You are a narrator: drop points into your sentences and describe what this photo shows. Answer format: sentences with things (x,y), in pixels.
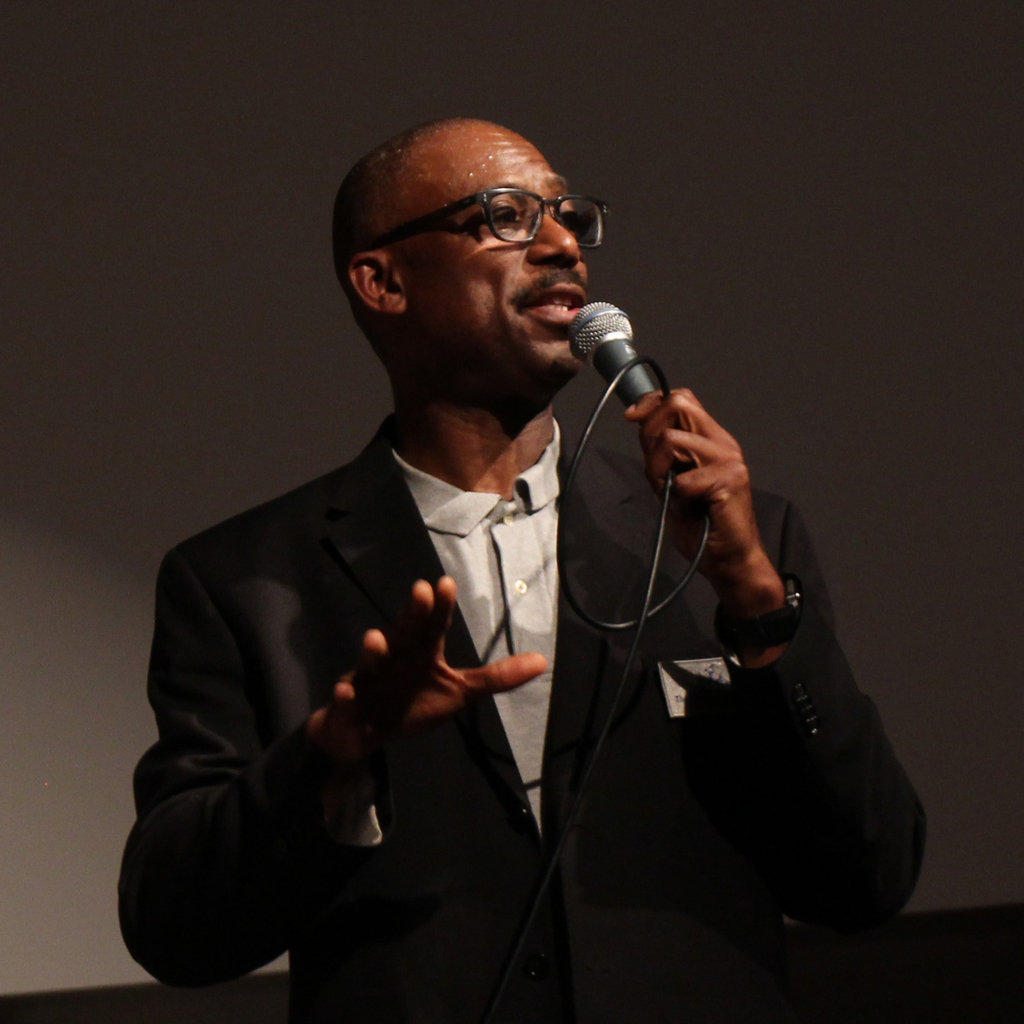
In this image there is a man (568,544) standing and talking by holding a microphone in his hand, and at the back ground (147,257) there is a wall (148,267).
